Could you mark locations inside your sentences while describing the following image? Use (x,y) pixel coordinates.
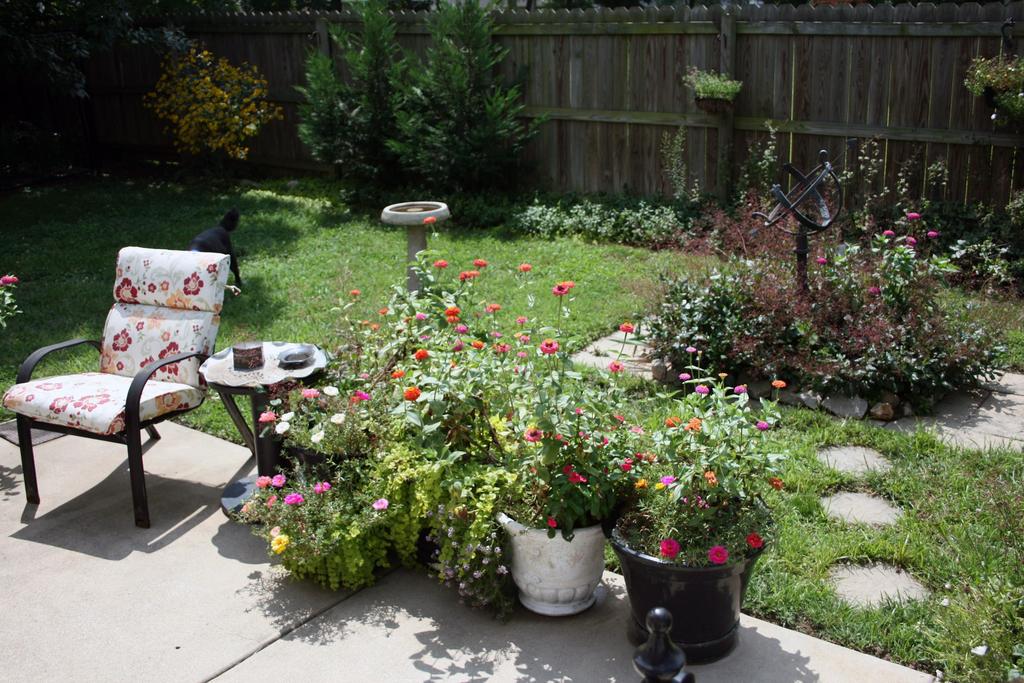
In this image there are the flower pots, plants (401,427), flowers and on the left side (136,339) there is a chair (88,388), table (238,381) and on the table (283,362) there are objects (283,362) and it seems that there is one animal (210,240). And at the bottom (165,538) there is walkway (753,682) and also we could see grass (129,224) and wooden wall (989,173) and some plants (433,191).
